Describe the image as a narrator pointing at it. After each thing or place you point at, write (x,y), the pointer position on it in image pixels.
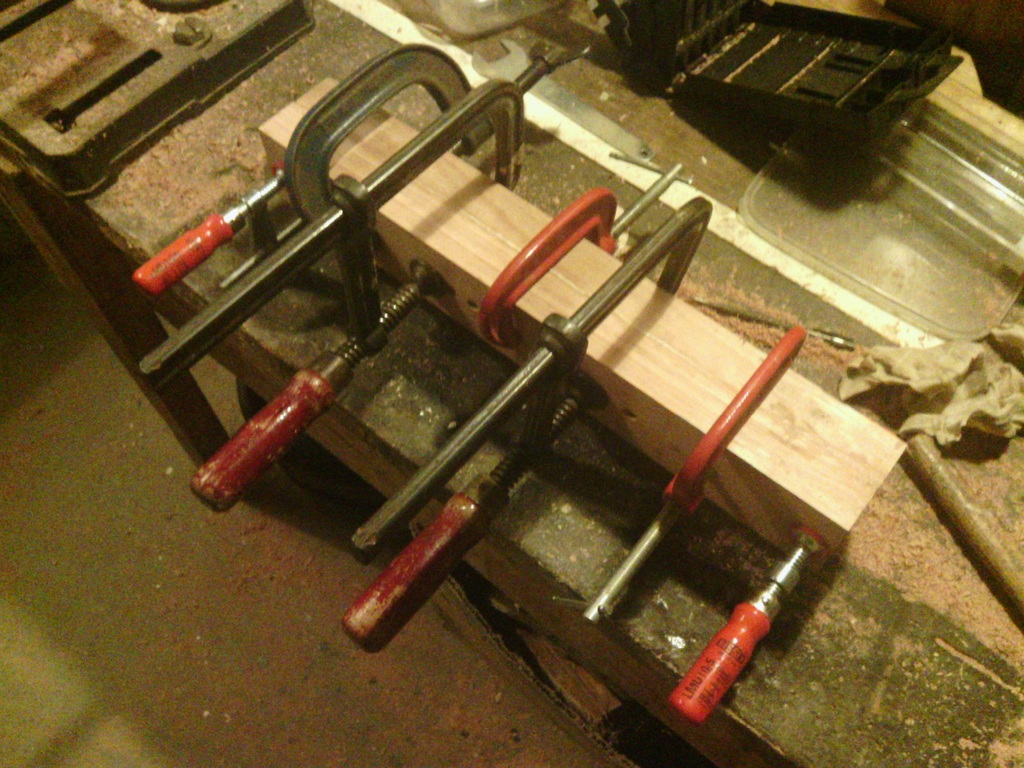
In this image we can see tools (532,443) on the table (551,470) and saw dust (550,173).
